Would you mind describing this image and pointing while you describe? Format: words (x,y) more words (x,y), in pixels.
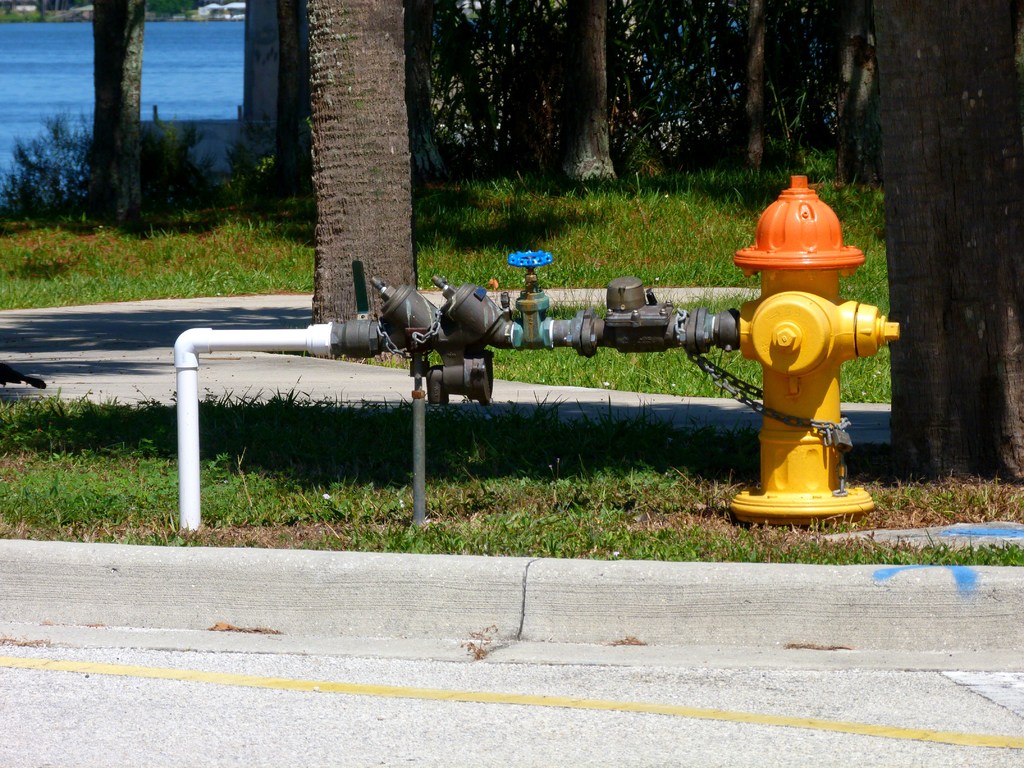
In this image I can see a fire hydrant (891,331) attached to the pipe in the middle (395,300) and there are trunk of trees (289,92) visible in the middle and the lake (201,102) visible in the top left (51,99), at the bottom (365,686) I can see a road (439,712).
